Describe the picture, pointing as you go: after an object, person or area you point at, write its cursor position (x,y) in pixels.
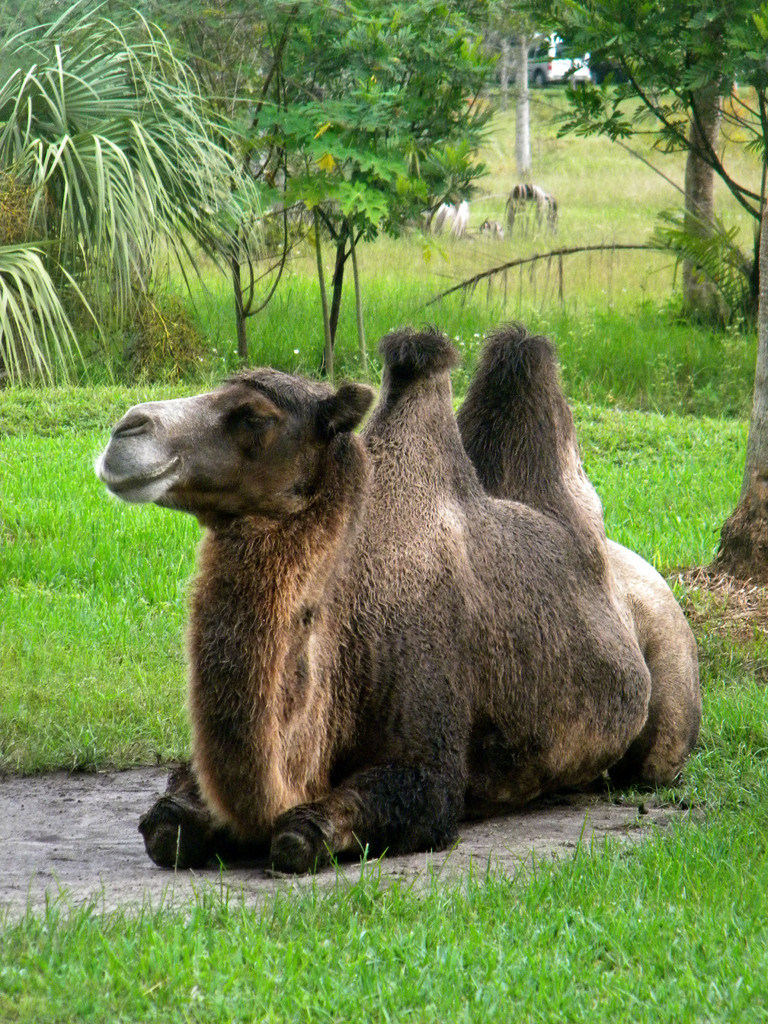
Here I can see an animal (243,548) is sitting on the ground (317,878). Around this I can see the green color grass (439,960). In the background (530,138) there are some trees (609,58) and also I can see a car (549,60).
